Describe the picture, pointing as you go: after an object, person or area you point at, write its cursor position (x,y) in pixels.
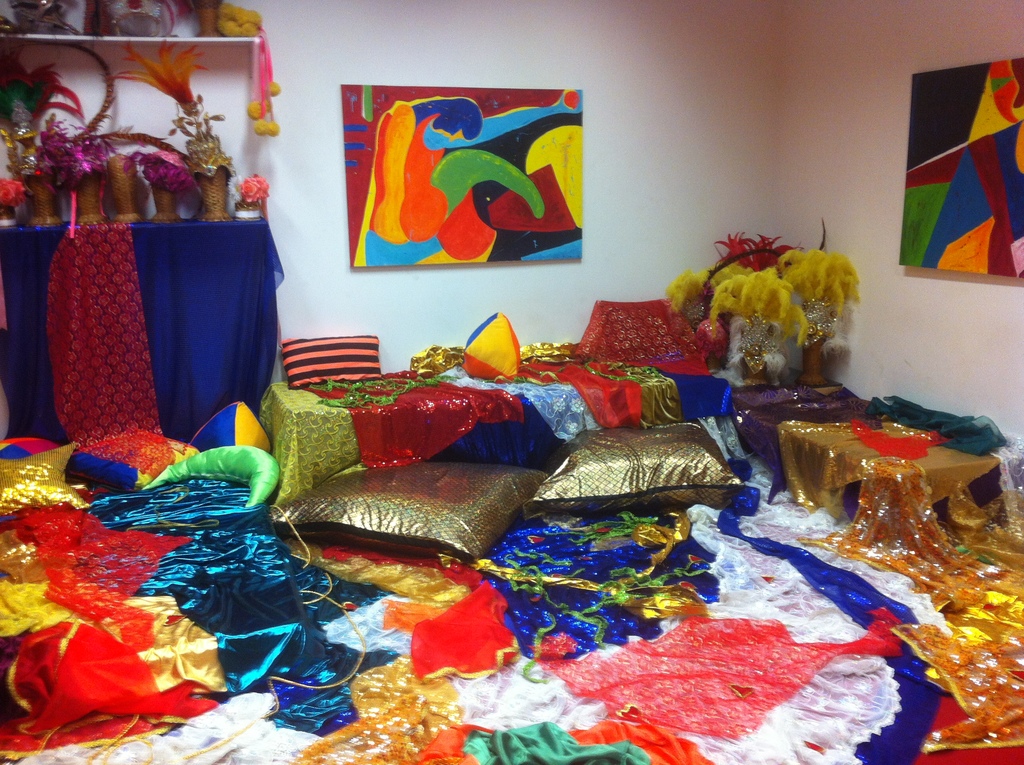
In this picture I can see there are few pillows (285,503) and there are colorful clothes (422,637) and there are few photo frames (978,148) on the wall (646,127). There are few objects (130,168) placed on the table (49,230).
